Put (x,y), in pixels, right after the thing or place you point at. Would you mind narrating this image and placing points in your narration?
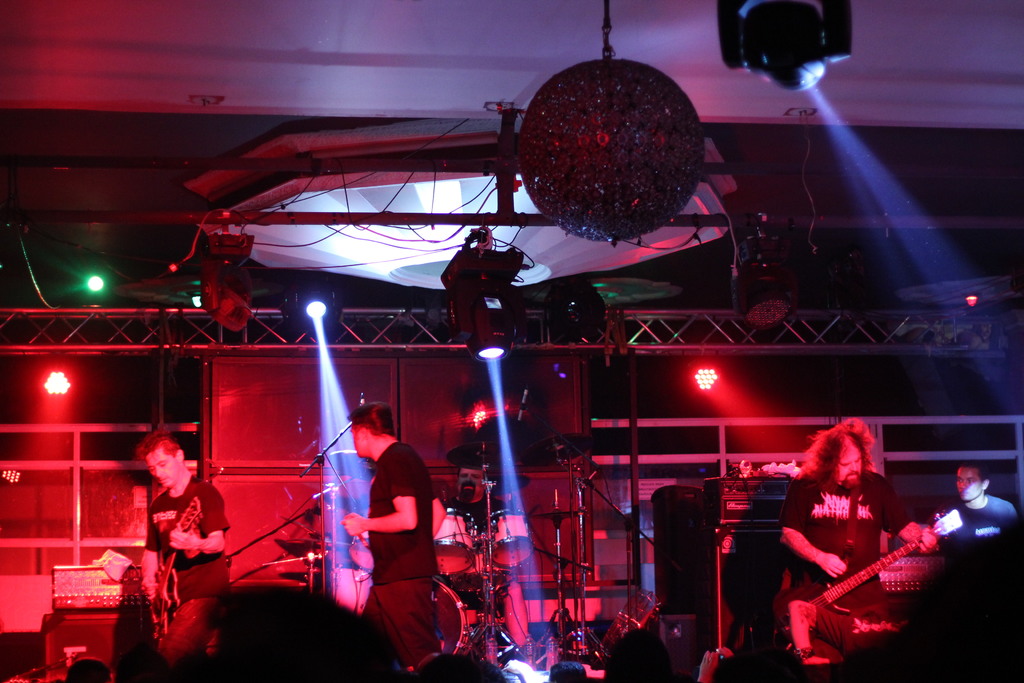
In the image there are few musicians (844,493). The man (200,549) to the left corner (193,558) and right corner (839,558) are playing guitars (833,602). In the image there are drums (504,544), drum stands (489,537), microphones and spotlights (92,280).
